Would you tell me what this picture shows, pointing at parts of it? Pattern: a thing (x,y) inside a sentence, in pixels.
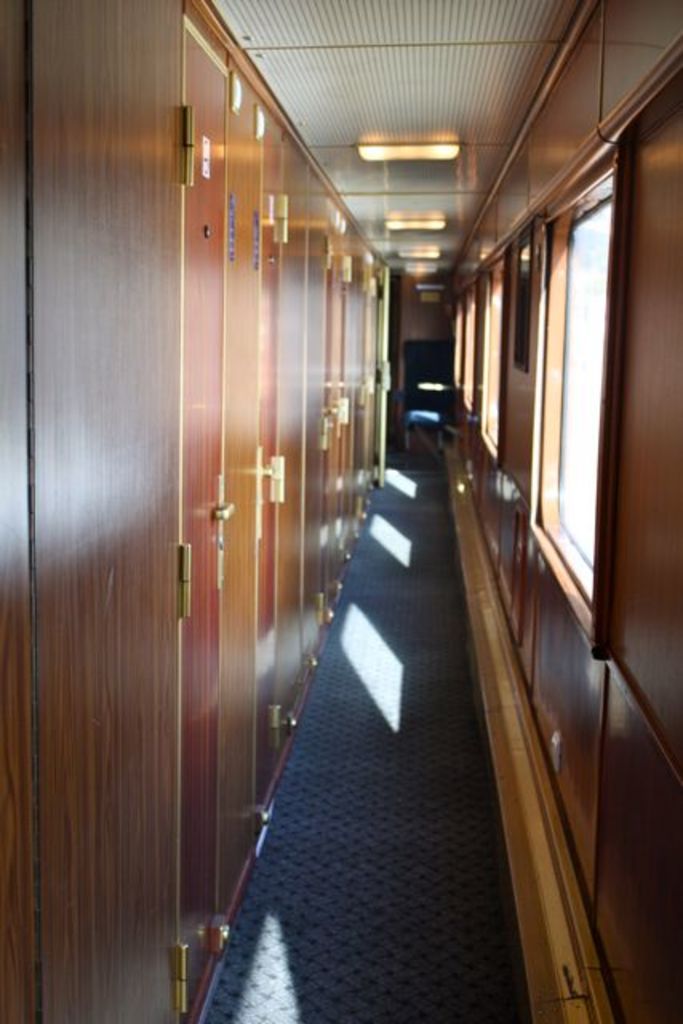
In the picture I can see the wooden doors (264,191) with handle arrangement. There is a lighting arrangement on the roof (375,168). These are looking like windows (501,322) on the wall (483,351) on the right side (573,424). It is looking like a carpet (409,719) on the floor (389,741).
